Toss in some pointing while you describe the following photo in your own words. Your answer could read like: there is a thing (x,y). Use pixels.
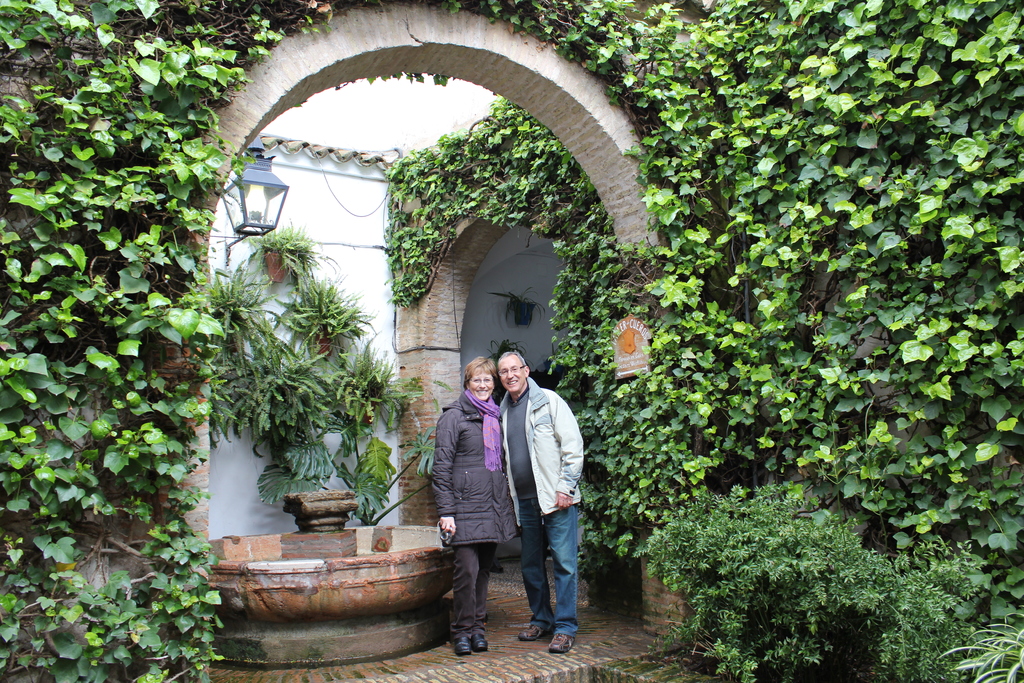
In this image, there are two persons (562,422) wearing clothes (471,490) and standing beside the fountain (388,574). There is a light (265,199) on the top left of the image (280,194). There are climbing plants (90,258) on the left (127,130) and on the right side of the image (867,258).
